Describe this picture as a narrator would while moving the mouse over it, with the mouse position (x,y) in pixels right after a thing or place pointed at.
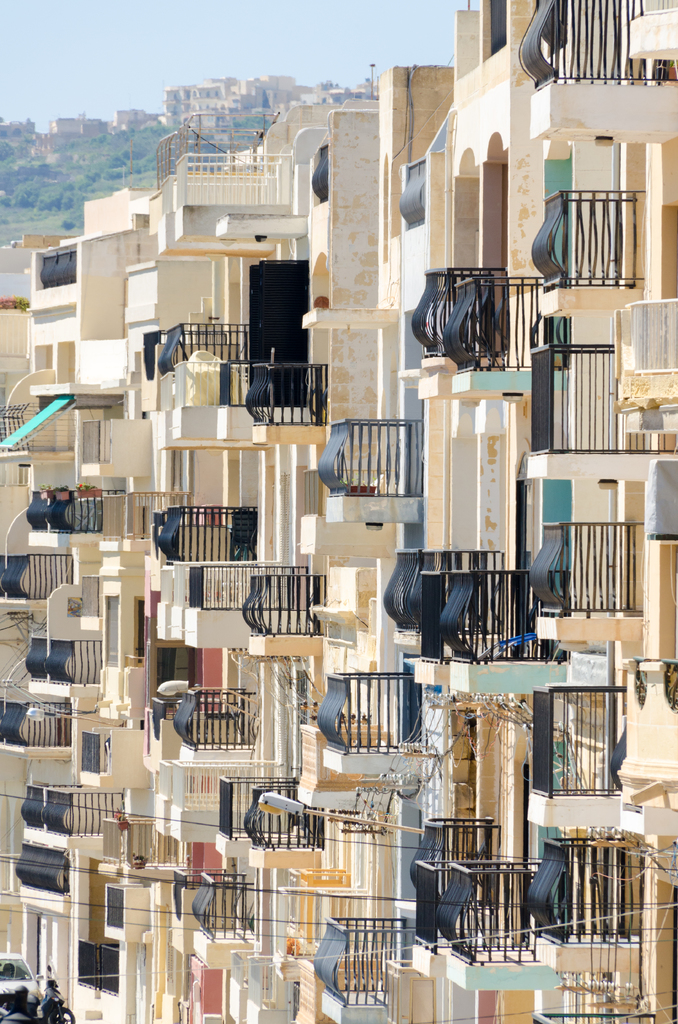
In this picture I can see the buildings (407,408) in the middle (397,385), in the background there are trees (195,131), at the top (247,44) I can see the sky (300,44).
